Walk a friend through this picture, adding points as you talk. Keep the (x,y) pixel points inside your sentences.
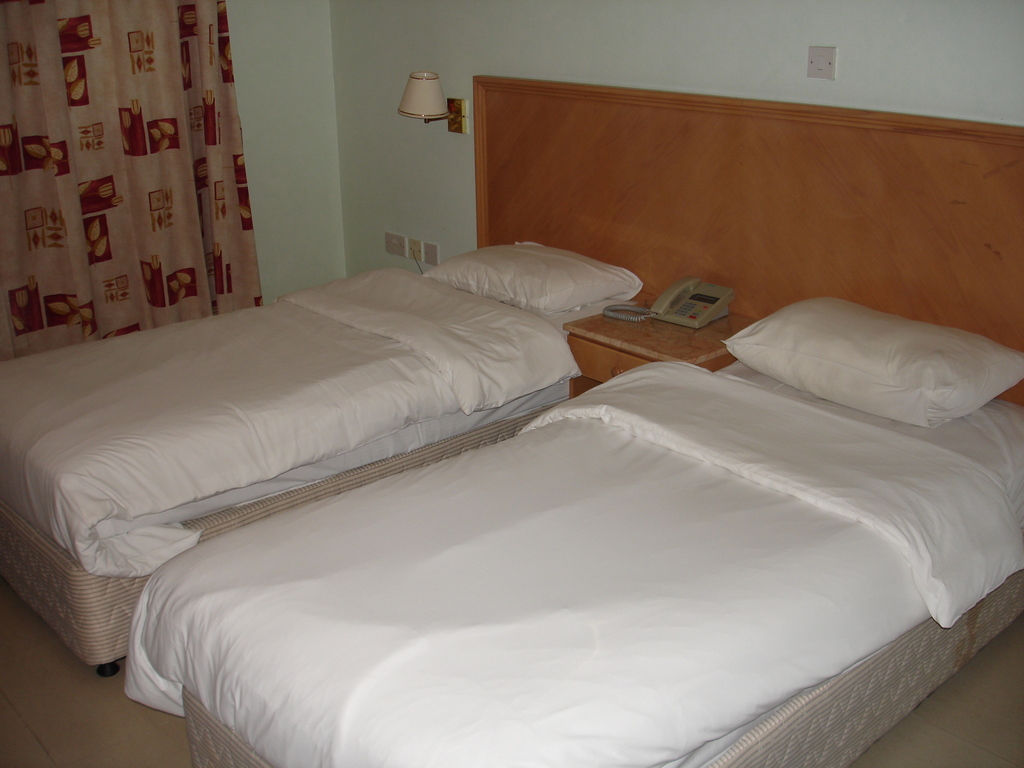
In the image we can see there are two beds (452,527) which are neatly arranged and there are white pillows (843,344) on the bed (542,274) in between there is a telephone (695,300) and there is a curtain (66,233) on the side of the bed (296,367) which is in cream and red colour. On the opposite side there is a blue colour wall (637,46).
